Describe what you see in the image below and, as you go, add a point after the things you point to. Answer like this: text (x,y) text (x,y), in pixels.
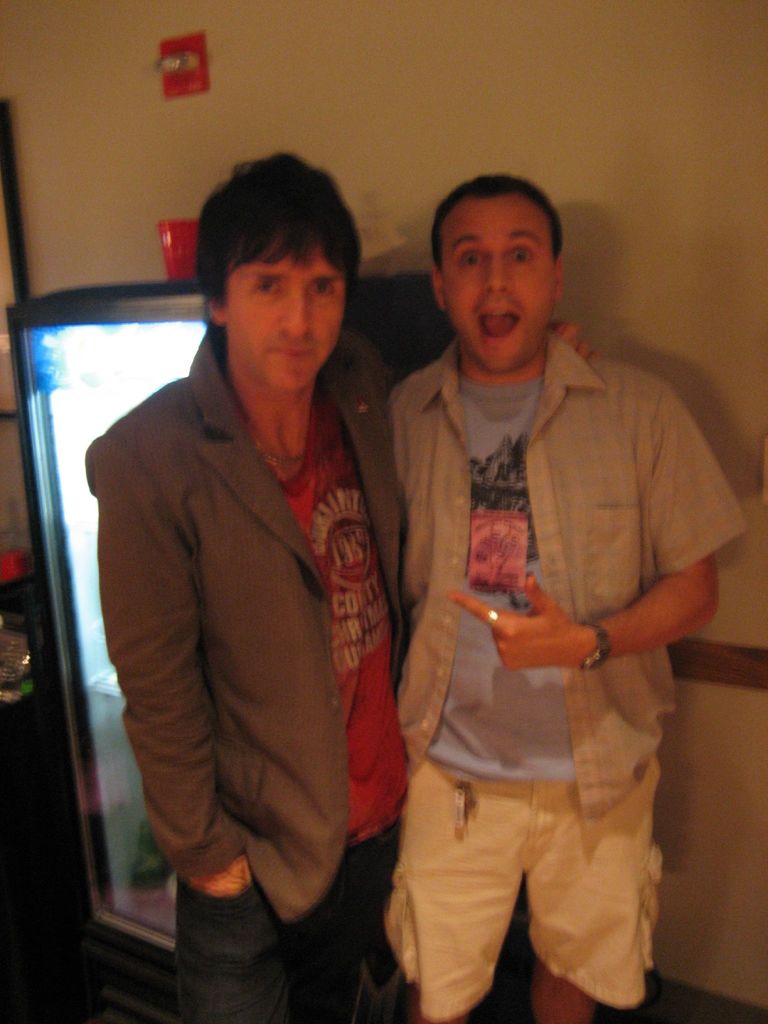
In this image we can see two people (419,559). On the backside (398,157) there is a refrigerator (67,462), wall (130,257) and a switch board (180,53).
